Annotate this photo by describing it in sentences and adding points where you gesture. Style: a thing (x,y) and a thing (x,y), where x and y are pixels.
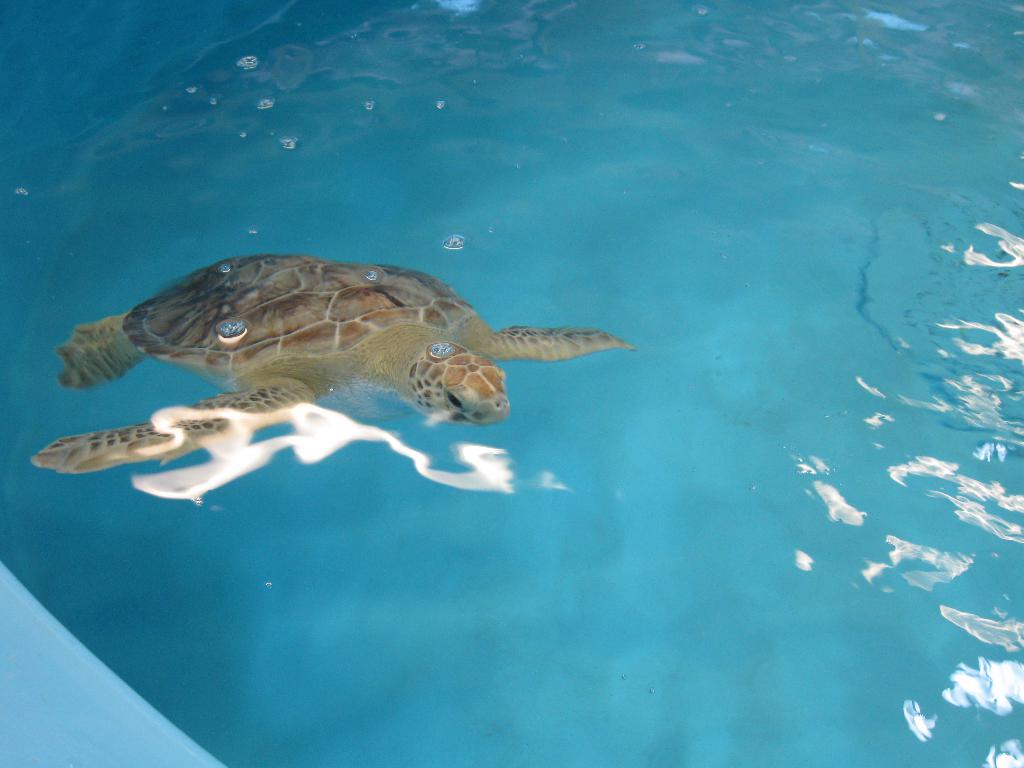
There is a turtle (332,377) in the water (325,409).
